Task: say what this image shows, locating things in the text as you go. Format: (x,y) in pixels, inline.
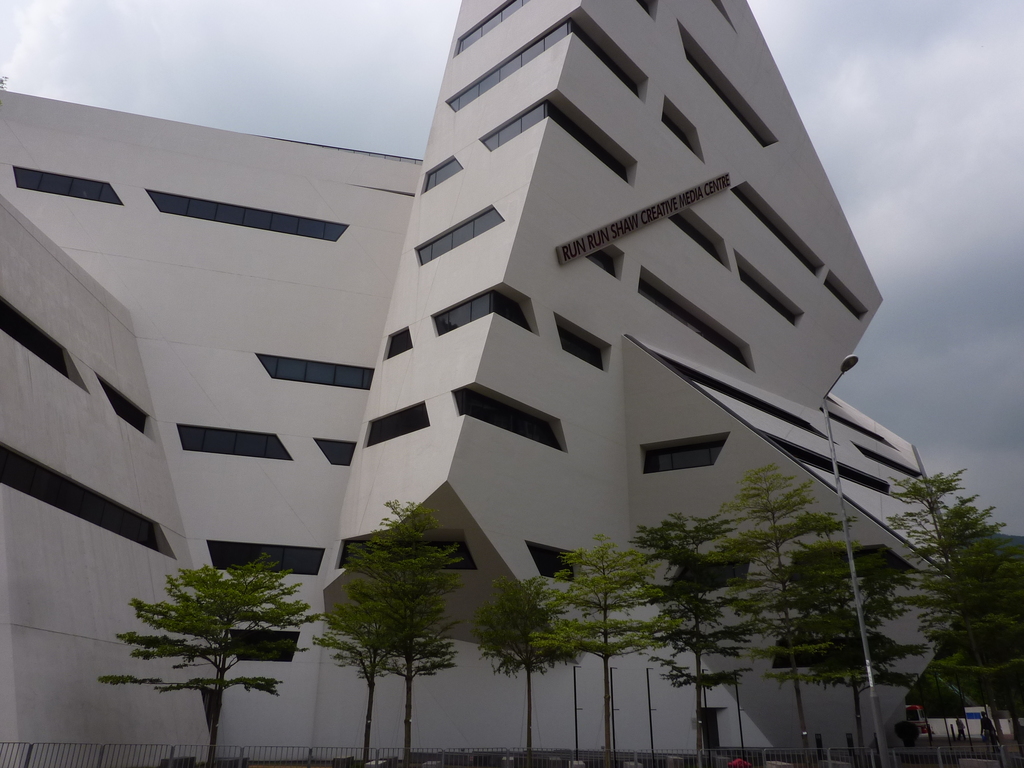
In this image there is a building (116,634), in front of the building (56,651) there are trees (506,651), railing (305,745), pole (864,651) and streetlight (877,739).
